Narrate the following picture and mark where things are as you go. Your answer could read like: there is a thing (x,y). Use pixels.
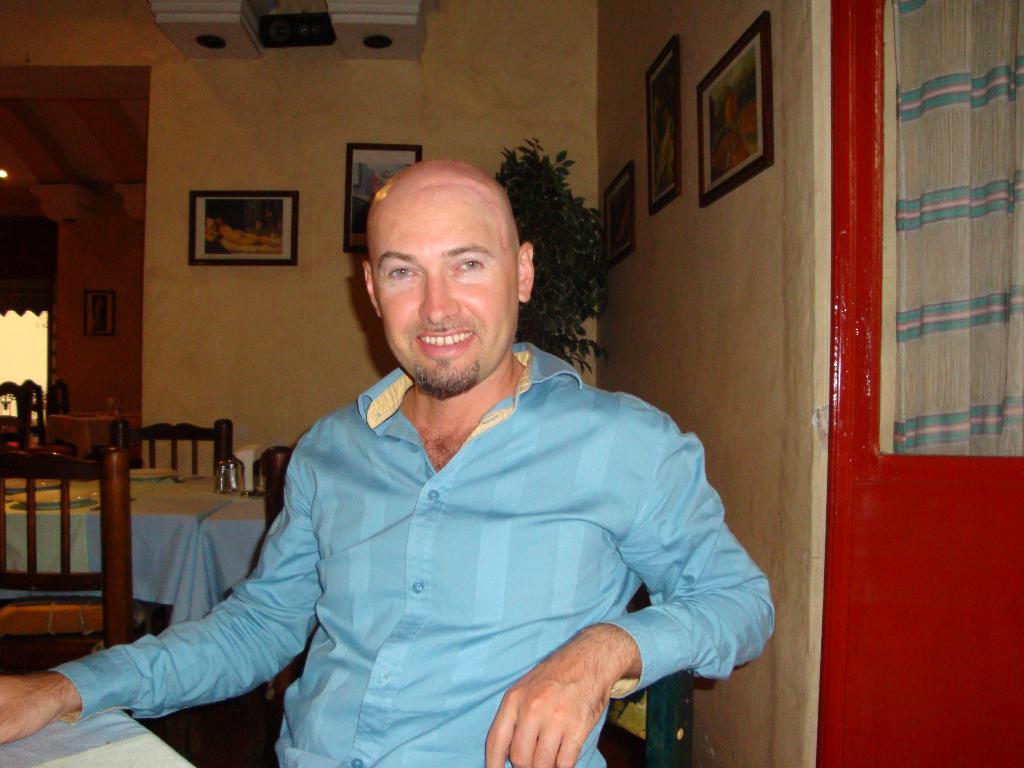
In this picture we can see a man (346,481) wore blue color shirt (340,580) sitting on chair (624,721) and smiling and beside to him there is table (153,488) and on table (232,494) we can see glasses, plates (12,495), spoons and in background (170,321) we can see wall (339,152) with frames (356,160), tree (553,241), some more chairs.
